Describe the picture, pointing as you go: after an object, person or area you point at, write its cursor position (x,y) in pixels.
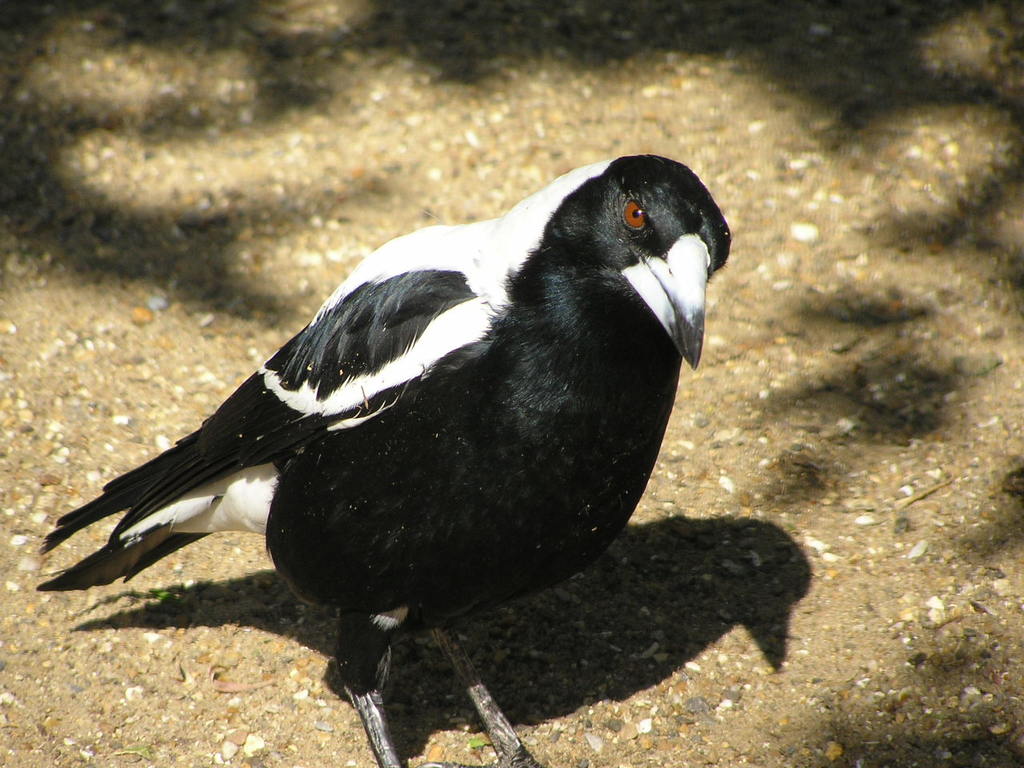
There is a black and white color bird (427,350) is on the land (279,594).
